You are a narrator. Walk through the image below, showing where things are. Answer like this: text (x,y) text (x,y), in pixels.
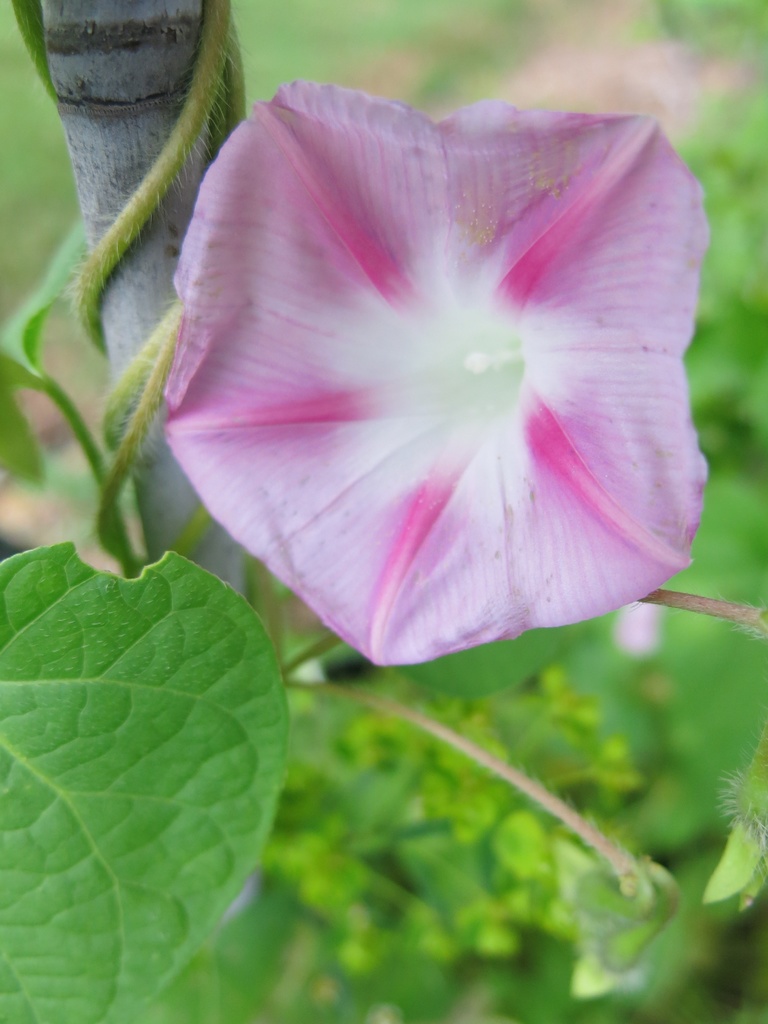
We can see flower (188,286) and plant (160,735). In the background (736,647) it is blur.
